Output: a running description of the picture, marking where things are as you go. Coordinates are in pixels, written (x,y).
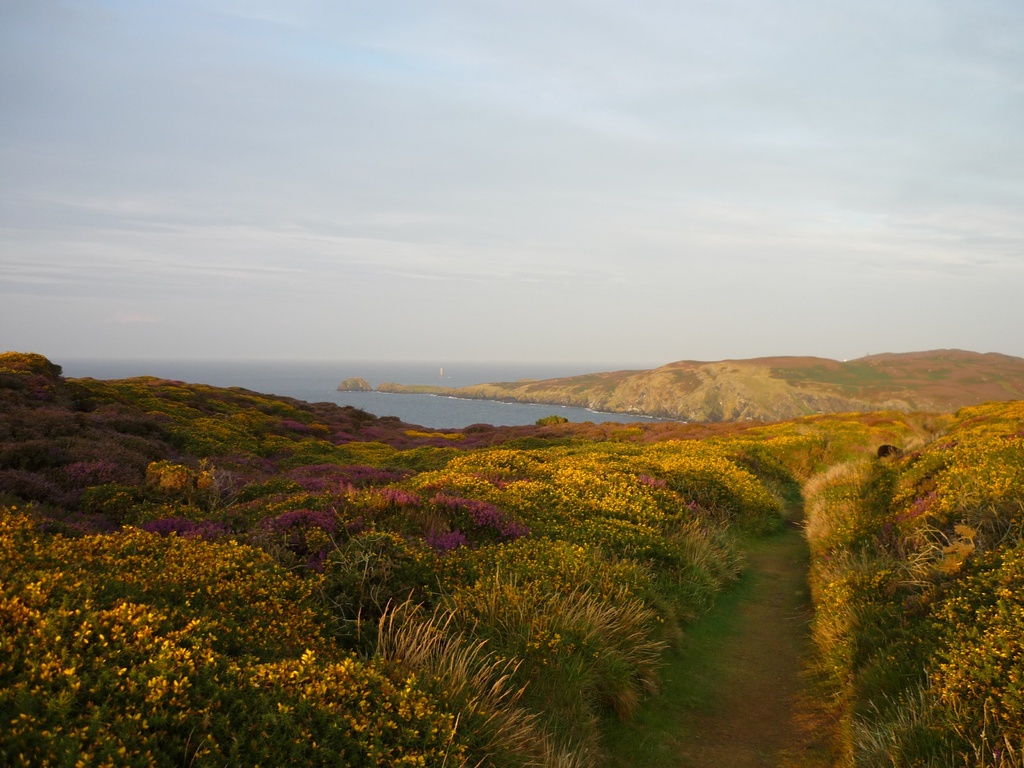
This image is taken outdoors. At the top of the image (167,255) there is the sky (567,282) with clouds (815,263). At the bottom of the image (599,710) there are many plants (431,485) and shrubs (731,484) on the ground (648,433). In the background (416,406) there is a sea (412,418) with water (438,401) and there is a ground (780,384) with grass (818,377) on it.
